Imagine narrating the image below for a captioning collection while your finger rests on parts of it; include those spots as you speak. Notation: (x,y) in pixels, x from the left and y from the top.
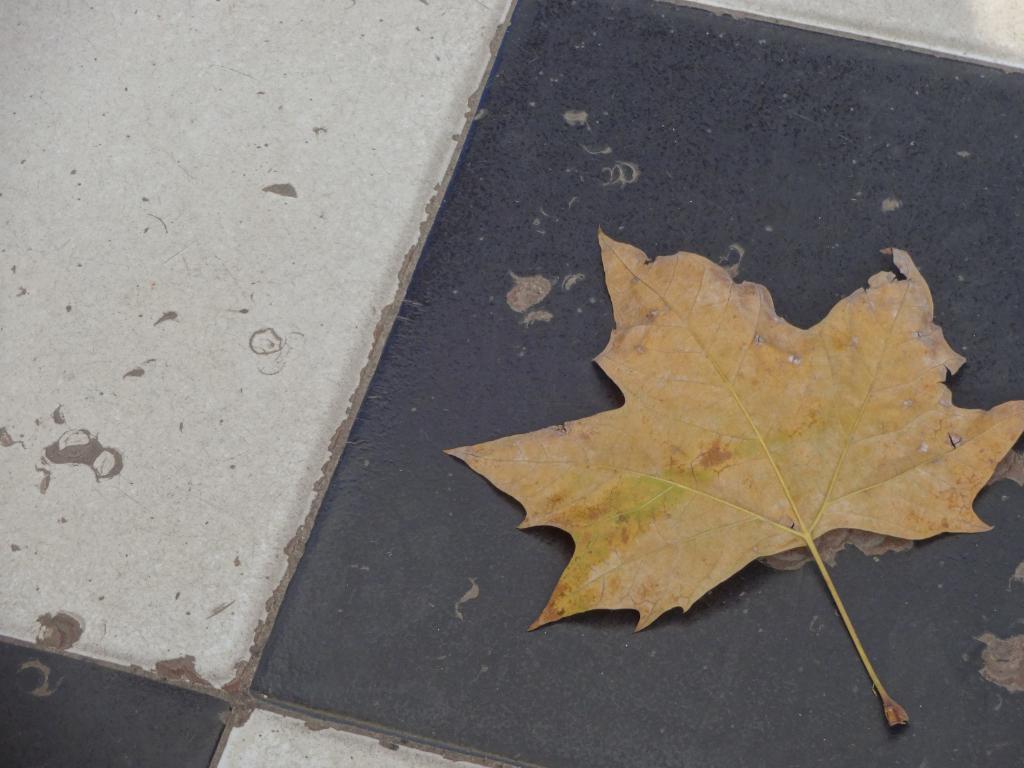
In this picture I can see a leaf (856,427) on the floor (512,412).
